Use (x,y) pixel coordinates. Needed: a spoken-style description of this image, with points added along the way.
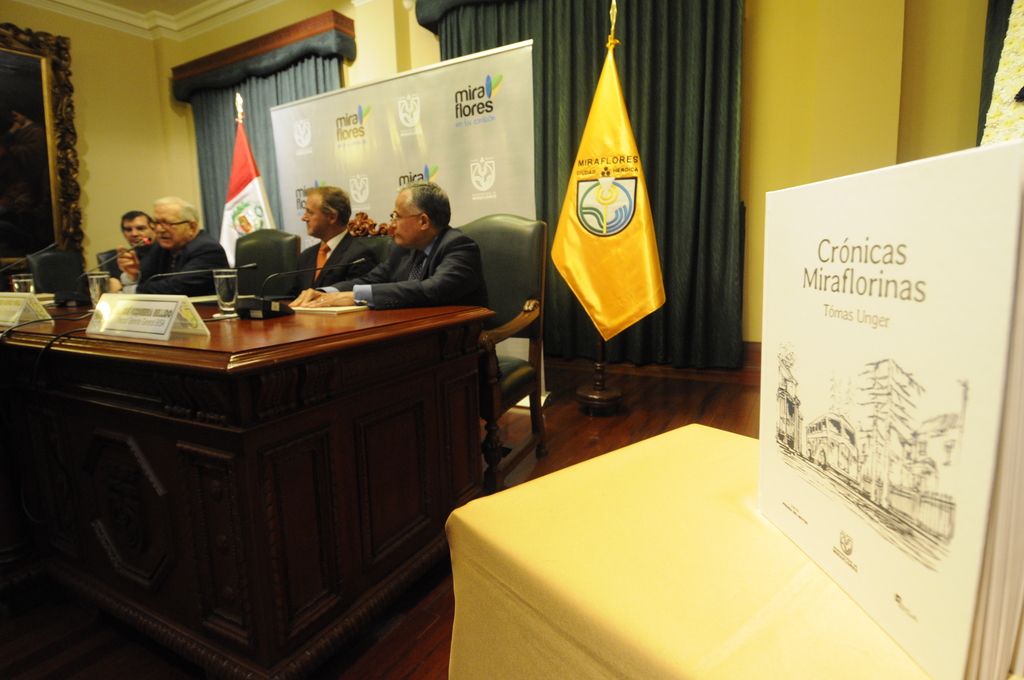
Persons (400,268) are sitting on the chair (512,316) near desk (285,378) and on the desk (285,352) glass (228,302) is present in the back (660,268) curtains (673,136), flag (596,205), poster (475,141) and the wall (125,133) and the frame (53,161) is present.
